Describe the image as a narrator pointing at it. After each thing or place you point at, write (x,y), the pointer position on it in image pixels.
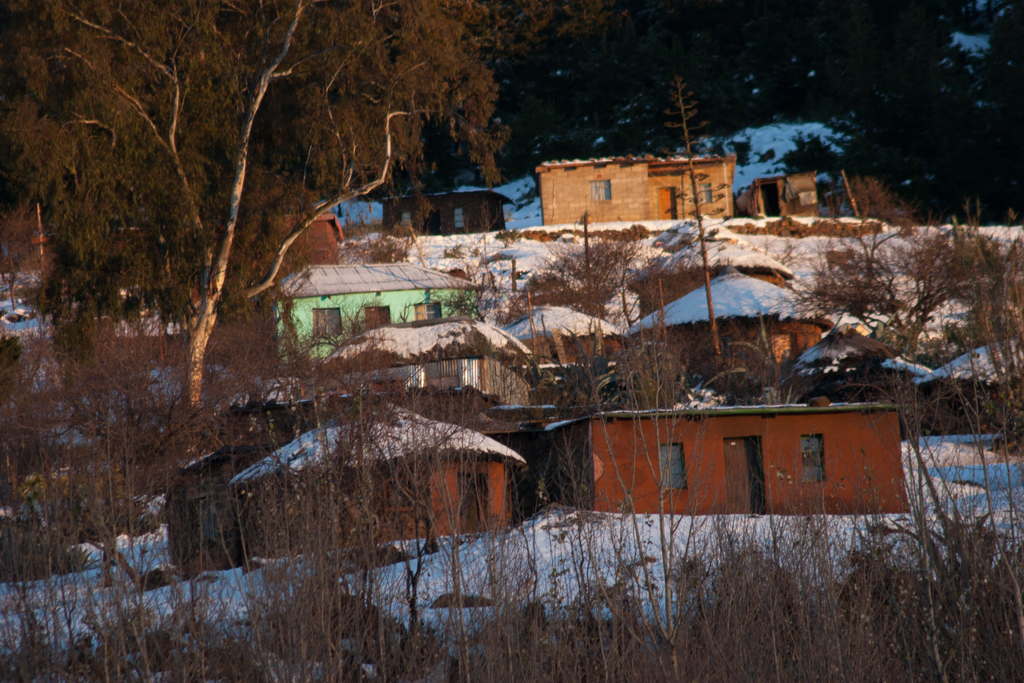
This image is taken outdoors. At the bottom of the image (189,618) there are a few dried plants (755,609) on the ground (787,609). In the background (906,133) there are a few trees (271,145) and a hill (755,128) covered with snow (796,128). In the middle of the image (346,280) there are a few houses (558,426) with walls (688,488), windows (668,475), doors (726,467) and roofs (860,341) covered with snow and there are a few trees (918,272) and plants (36,474).
